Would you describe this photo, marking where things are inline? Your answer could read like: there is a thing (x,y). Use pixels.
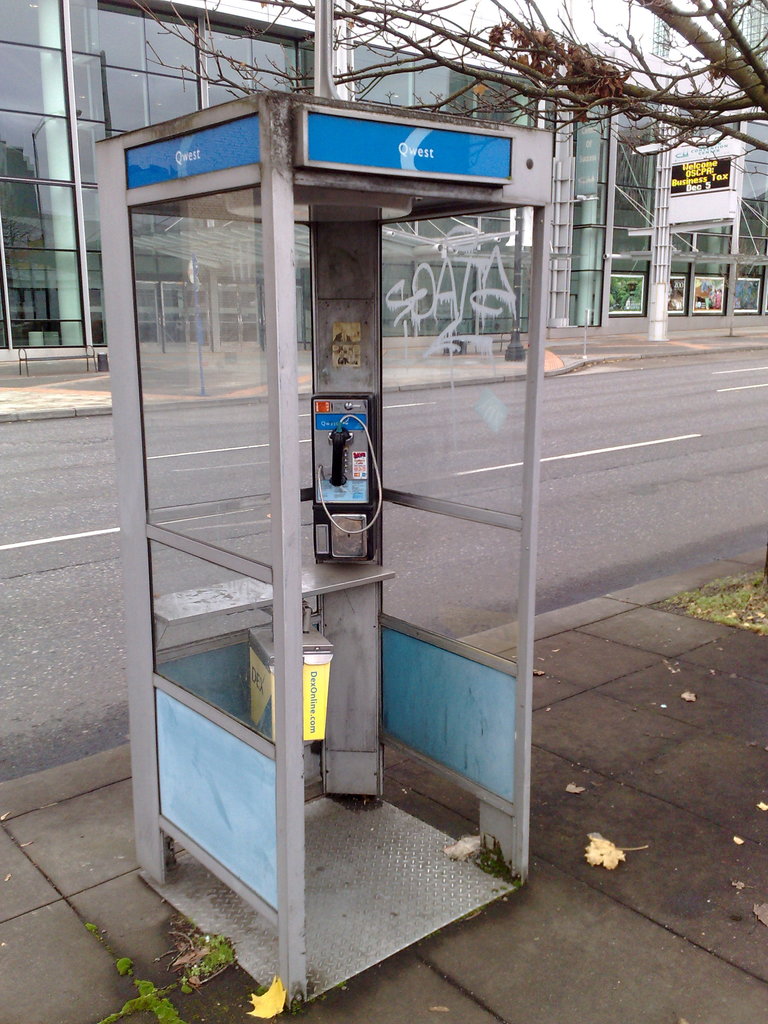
In the middle of the image (474,523) there is a telephone booth (413,149). Behind the telephone booth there is road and tree (595,55) and building (19,105).
